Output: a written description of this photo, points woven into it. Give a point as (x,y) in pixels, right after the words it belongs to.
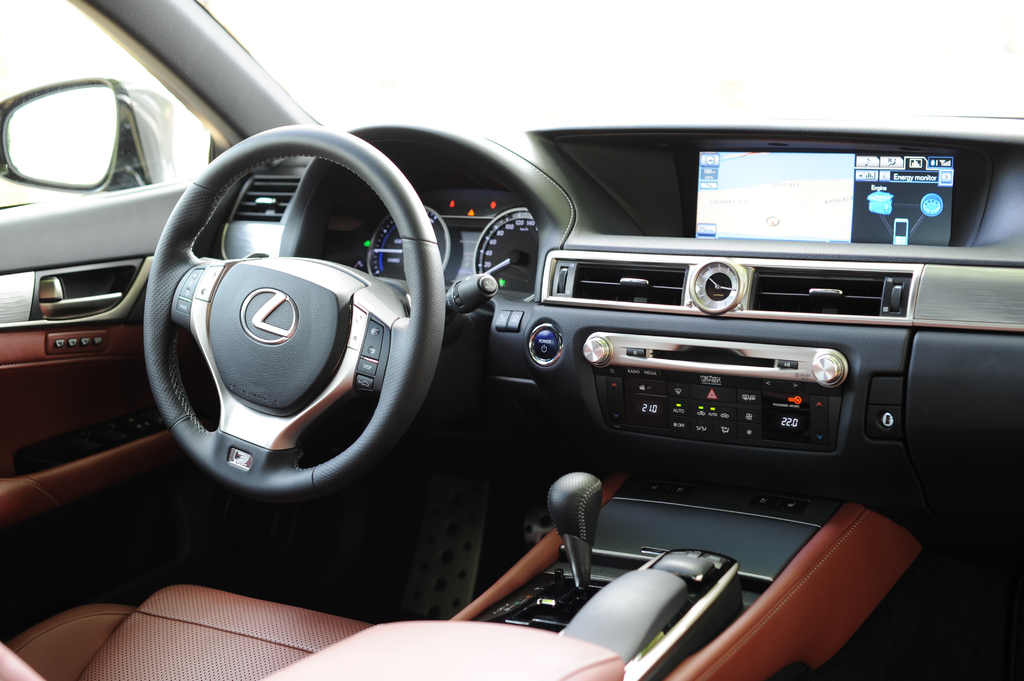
This is an inside view of a car (585,234) and here we can see a steering (279,270), some buttons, screen (783,205), handle (576,498) and there is a seat (238,611) and we can see a mirror (96,123).
